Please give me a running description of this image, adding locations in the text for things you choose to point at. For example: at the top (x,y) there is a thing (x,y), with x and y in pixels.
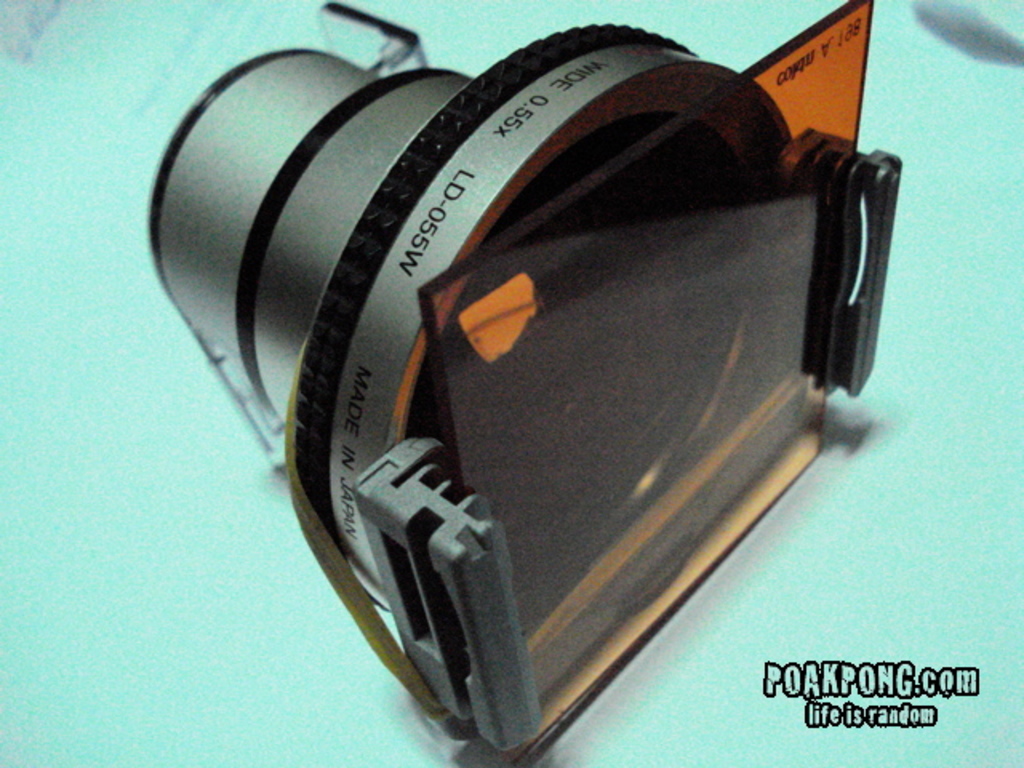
In this image, I can see a camera (225,330) on a surface (81,501). On the camera (439,229) there is some text (412,269). In the bottom right-hand corner (848,687) there is some edited text (829,672).
